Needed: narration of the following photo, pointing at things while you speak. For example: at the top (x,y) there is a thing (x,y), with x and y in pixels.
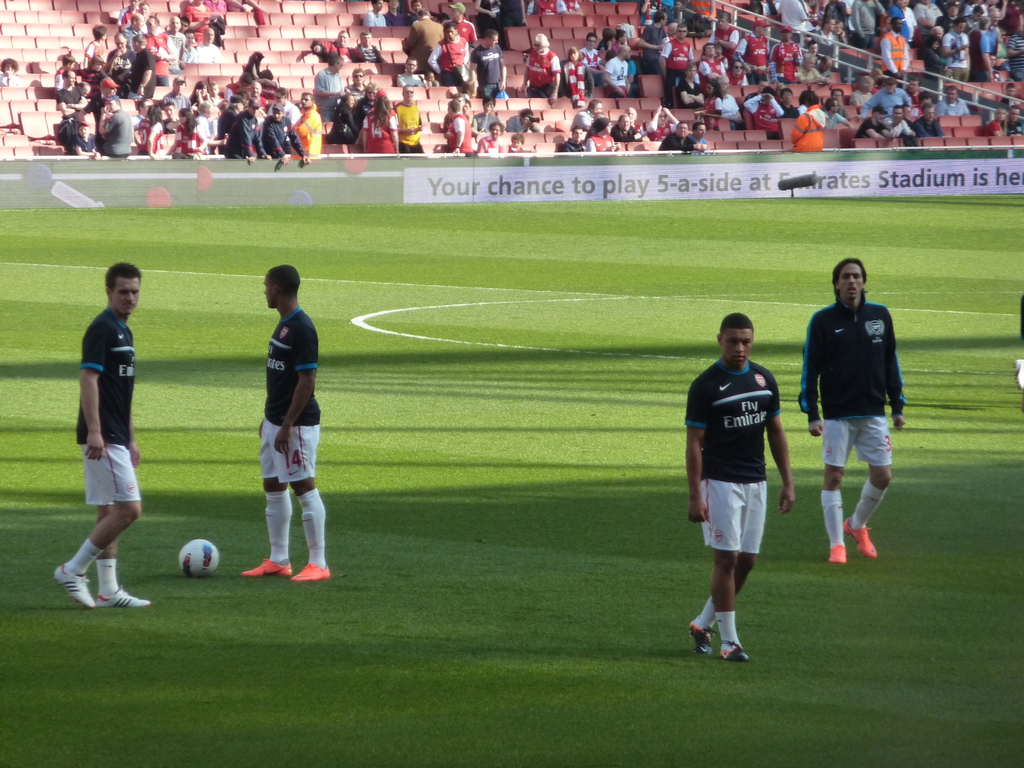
In this picture we can see there are three people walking and a man (278,394) is standing and on the grass (171,560) there is a ball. Behind the people (118,390) there are boards (710,181) and groups of people (383,105) standing and some people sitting on chairs (223,70). On the right side of the people (884,47) there is iron fence (750,11).
